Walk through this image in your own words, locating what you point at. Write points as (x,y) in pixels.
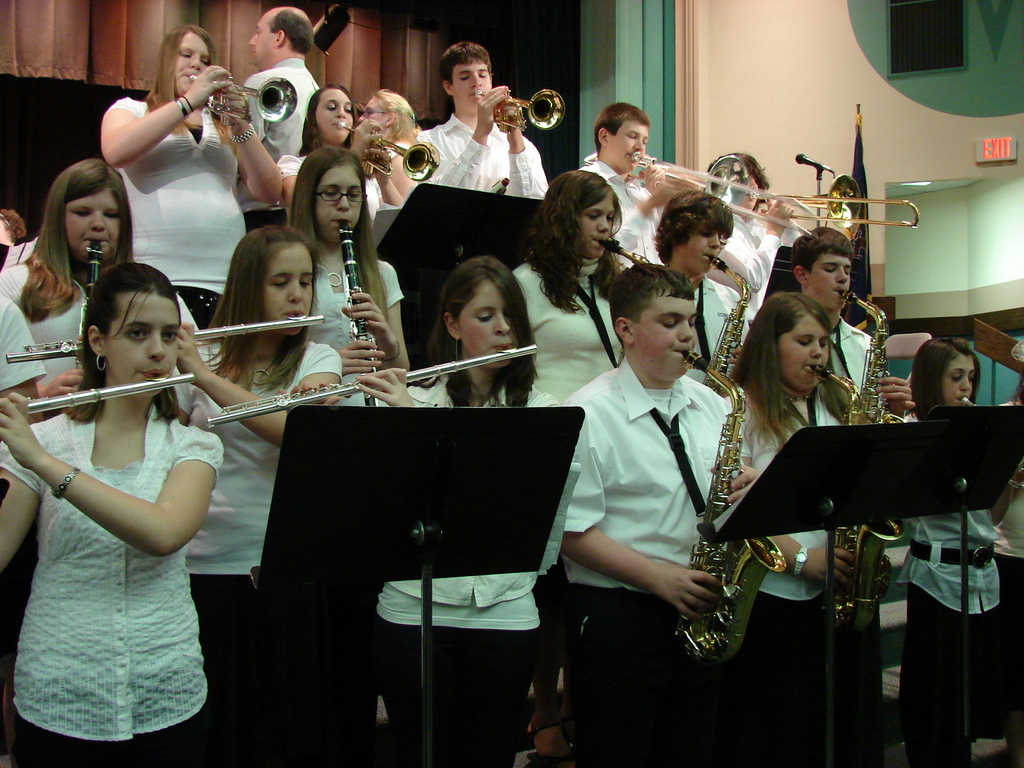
In this picture we observe many people (658,322) musical instruments (360,325) which include flute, saxophone (733,464) are there. A book (570,475) with musical notations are kept on a stand (427,554) and placed in front of them. In the background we observe an exit label (989,152) and a mic (818,171).
